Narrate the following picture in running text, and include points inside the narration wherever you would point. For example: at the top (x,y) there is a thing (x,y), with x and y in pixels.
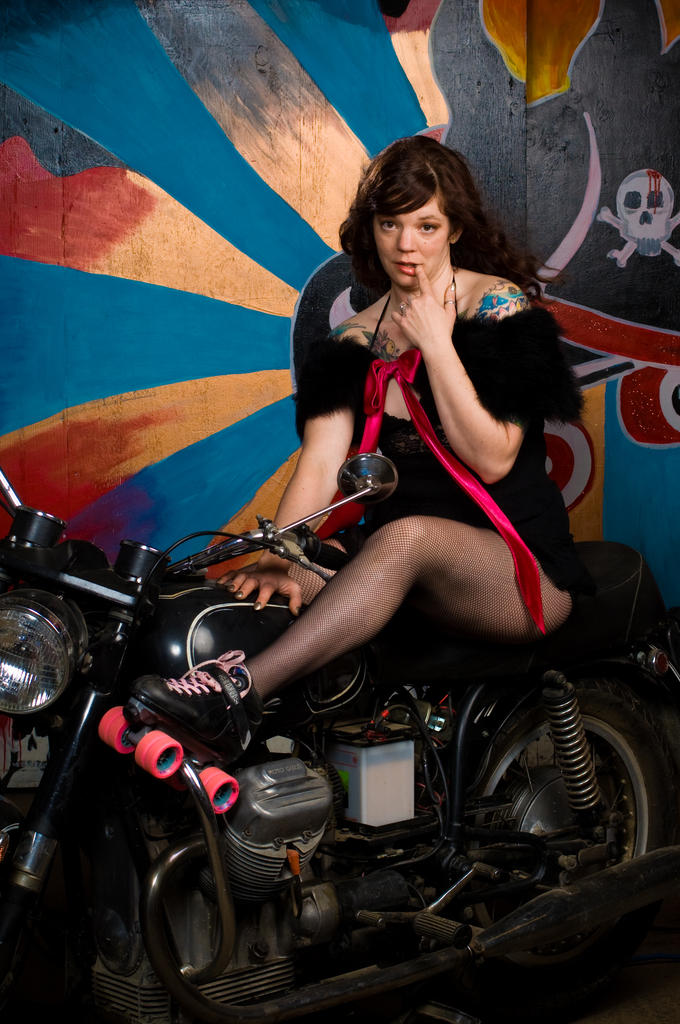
In this image, in the middle (391,511) there is a woman (395,413) she is sitting on the bike (310,756) she wears black dress (363,407) and shoes (222,660) her hair (364,251) is long. In the background (499,143) there is a wall (488,140) and painting (319,159).
